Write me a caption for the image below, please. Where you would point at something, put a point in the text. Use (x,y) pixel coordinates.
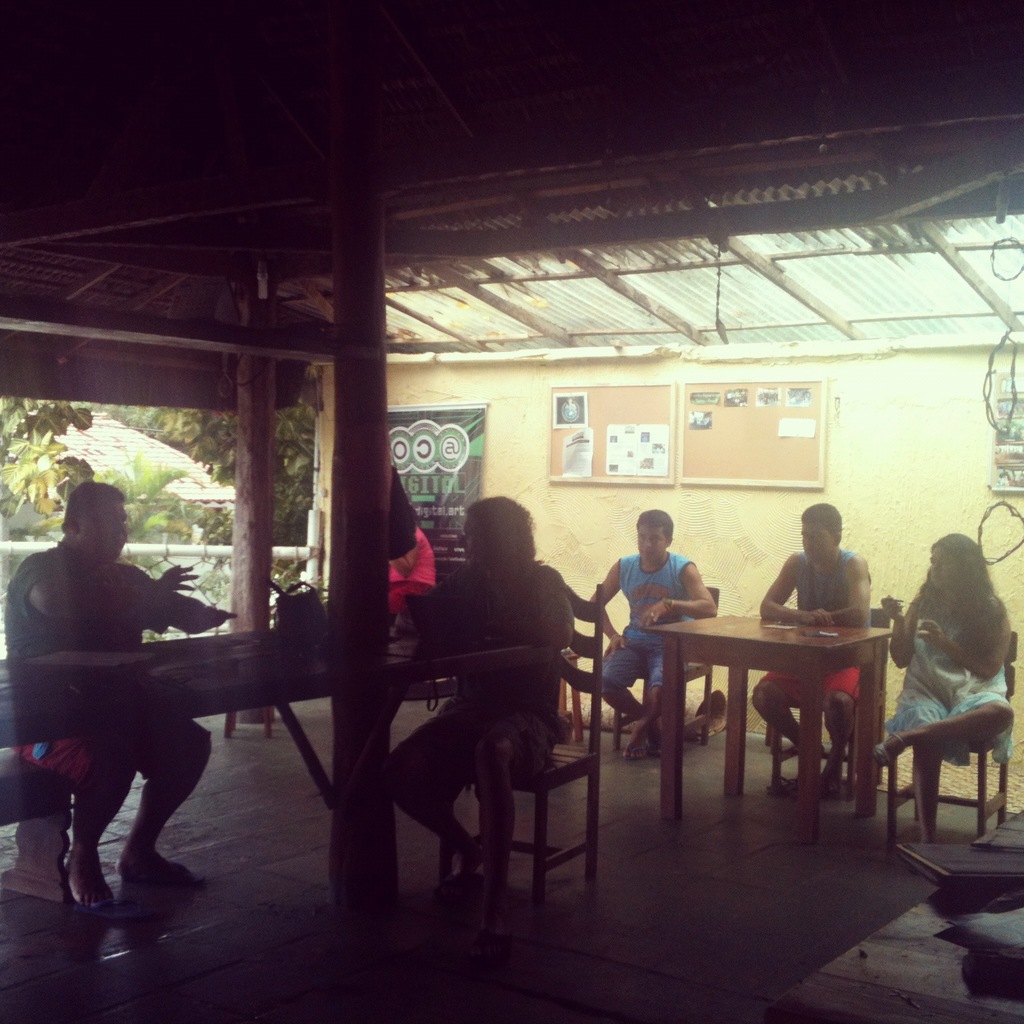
This persons (118,613) are sitting on a chair (876,616). In-front of this person's (941,710) there are tables (397,661). This is a shed (575,295) with a pole (353,301). Far there are trees (145,466) and house (139,438). On this wall (546,473) there are 2 boards (788,436) with pictures (625,448).
